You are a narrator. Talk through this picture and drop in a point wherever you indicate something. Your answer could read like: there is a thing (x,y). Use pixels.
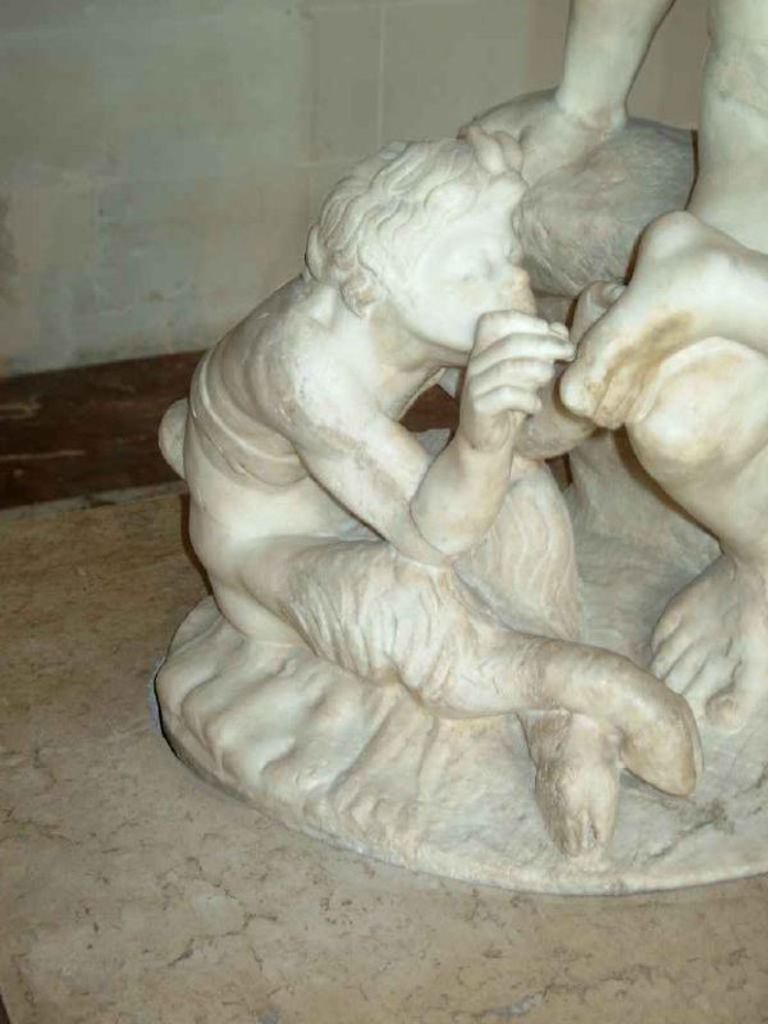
In this image we can see the sculpture (477,709) on the surface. On the backside (248,215) we can see a wall (234,184).
